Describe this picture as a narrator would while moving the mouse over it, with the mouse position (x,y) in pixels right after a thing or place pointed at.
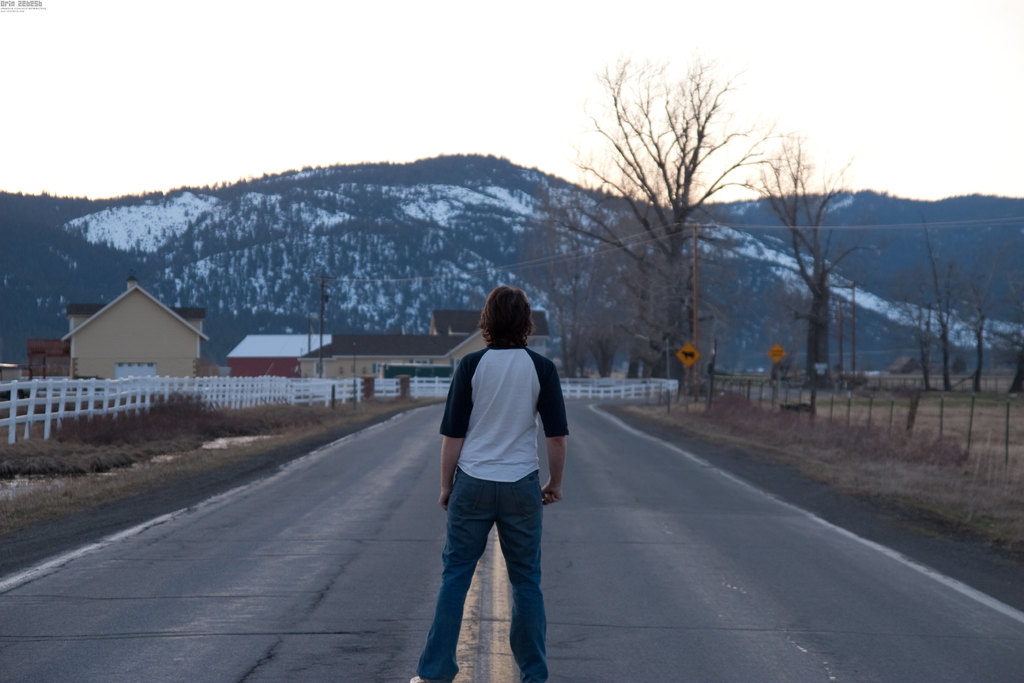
In the center of the image (492,403) we can see a man (488,485) standing on the road (510,609). On the left (53,397) there is a fence (246,378) and we can see sheds (452,342). In the background (353,224) there are trees (938,346), hills (574,239) and sky (351,113).
